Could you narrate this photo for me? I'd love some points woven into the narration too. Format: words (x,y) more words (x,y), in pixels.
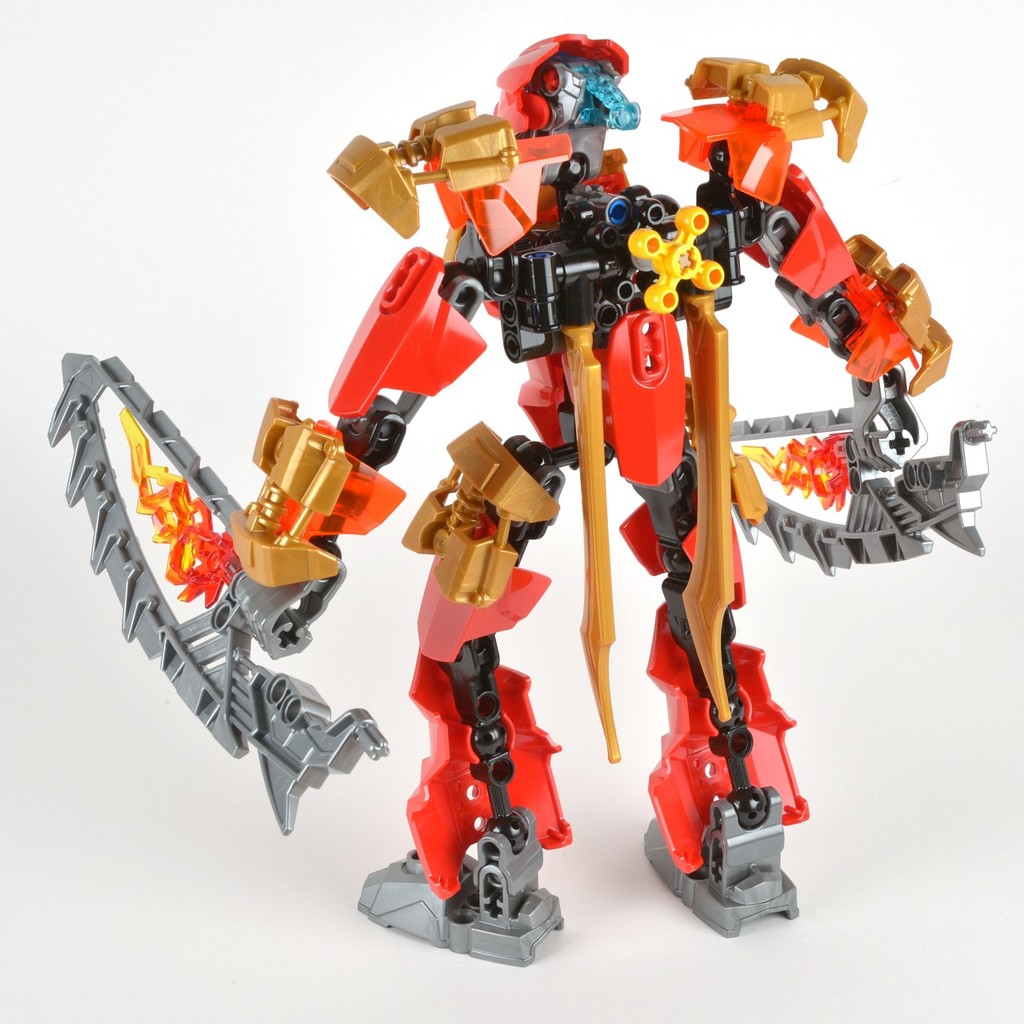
In this image I can see a robot toy (651,475). The background (114,243) is in white color.
